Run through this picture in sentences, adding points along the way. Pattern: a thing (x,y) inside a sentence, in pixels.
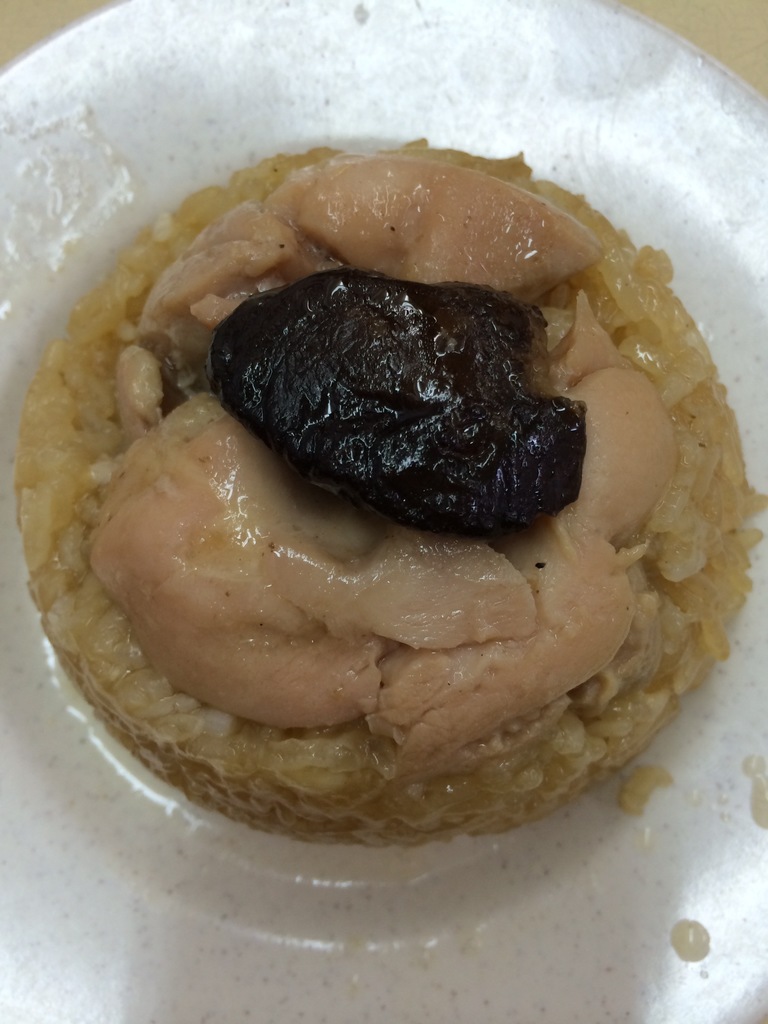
In this image we can see a plate (244,914) containing food (505,392) placed on the table (717,42).
